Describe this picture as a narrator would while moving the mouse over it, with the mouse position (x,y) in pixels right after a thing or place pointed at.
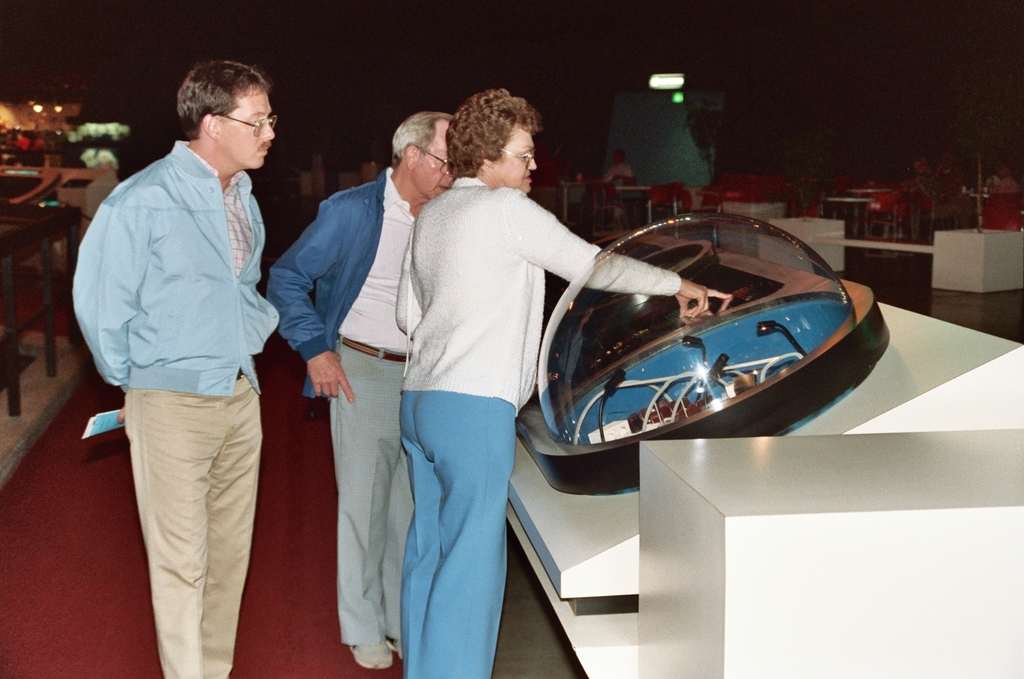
This image is taken indoors. At the bottom of the image (270,593) there is a floor (93,517). In the middle of the image (503,274) two men (344,239) and a woman (421,298) are standing on the floor (268,623). On the right side of the image (777,303) there is a machine (607,417) on the table (933,405). In the background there are few tables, chairs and a few lamps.
